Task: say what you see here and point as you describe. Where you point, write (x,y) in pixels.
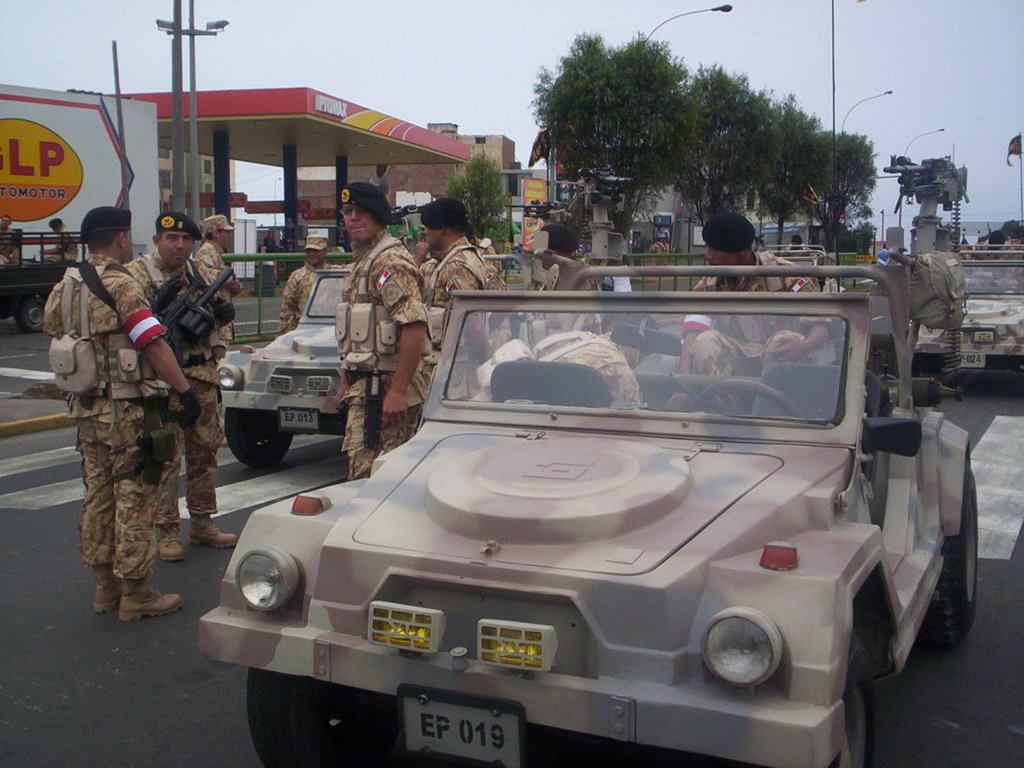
In this picture we can see vehicles (356,680), caps (100,209), bags (385,333), gun (200,317), banner (65,123), shelter (290,156), buildings (325,186), trees (577,72), street light poles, machine (938,191) and some objects (955,227) and some people (747,342) standing on the road (107,743) and in the background (306,67) we can see the sky (336,66).
